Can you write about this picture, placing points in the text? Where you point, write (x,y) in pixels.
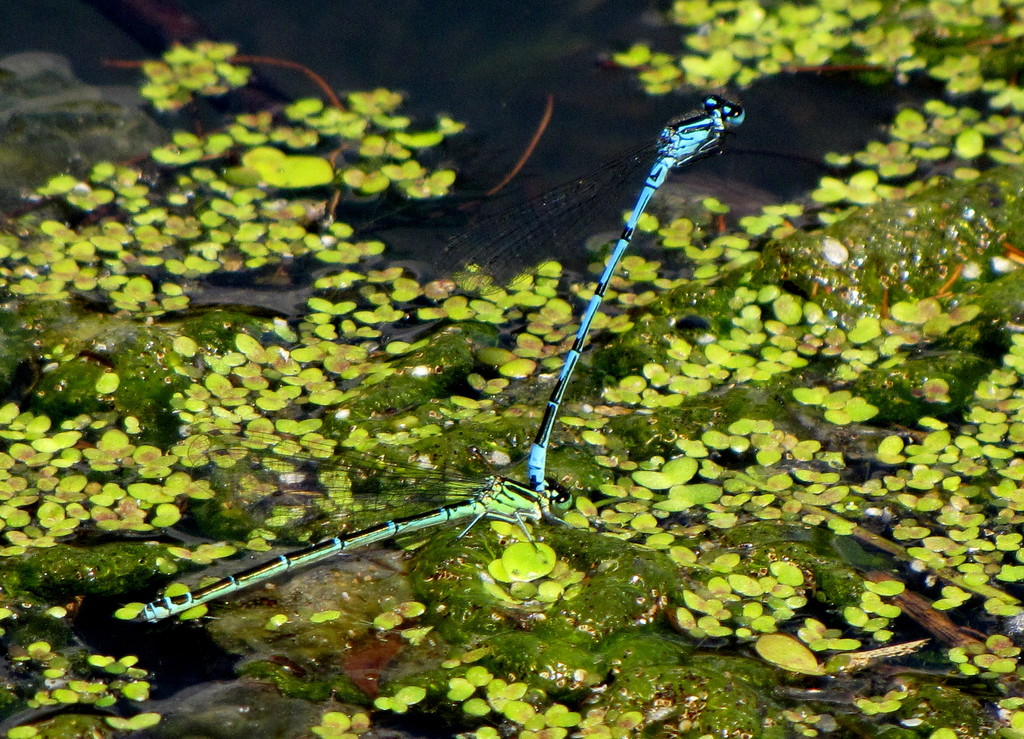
Here we can see algae (437,542) and small leaves (137,220) on the water (409,332) and there are two insects (189,459) here.
